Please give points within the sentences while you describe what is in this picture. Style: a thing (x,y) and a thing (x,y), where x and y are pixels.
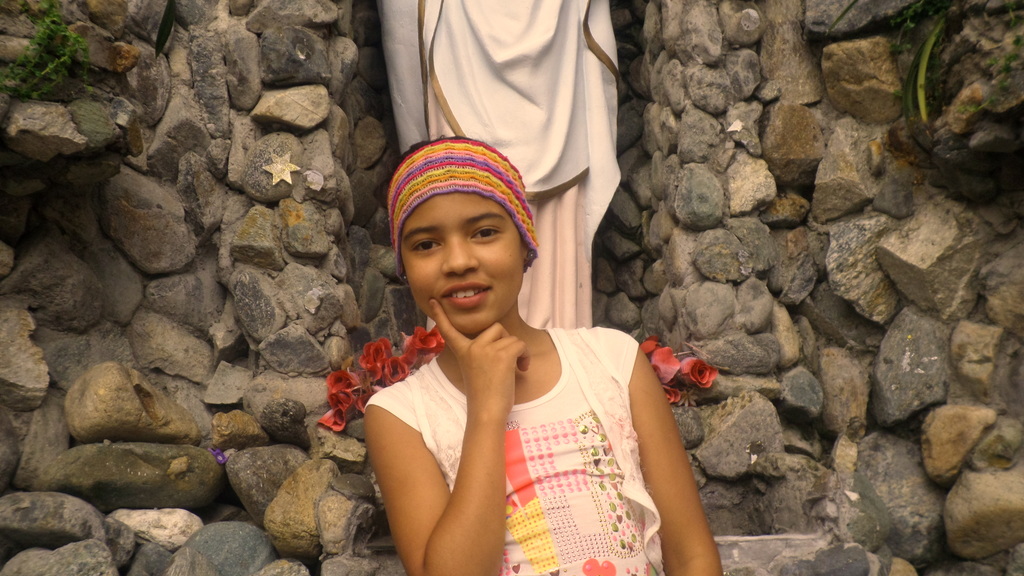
In this image we can see a person (483,425) standing near the wall (265,292). In the background (579,210), we can see the flowers (383,358) and it looks like a statue (553,111).
